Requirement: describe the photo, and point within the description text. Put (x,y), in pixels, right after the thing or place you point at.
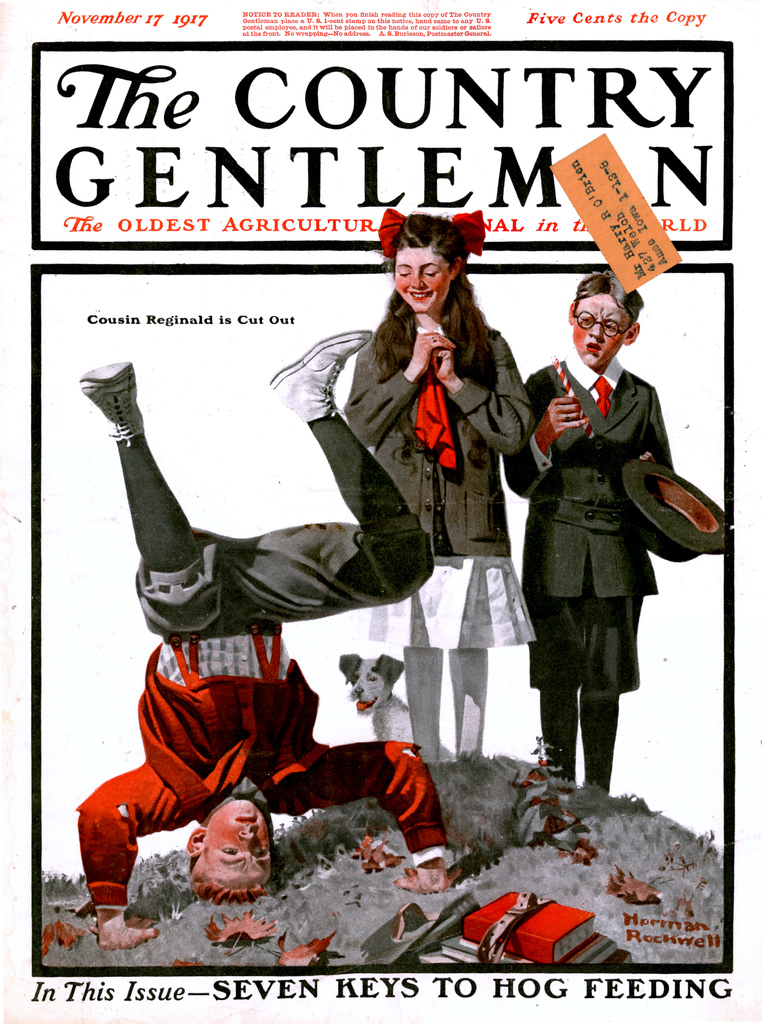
In this picture I can see a poster (323,435), where I can see 2 boys (357,551), a girl (500,605) and a dog (382,666) and I can see the leaves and the books (473,930) on the ground (598,871). I can also see something is written on the top (403,158) and bottom sides of this picture.
